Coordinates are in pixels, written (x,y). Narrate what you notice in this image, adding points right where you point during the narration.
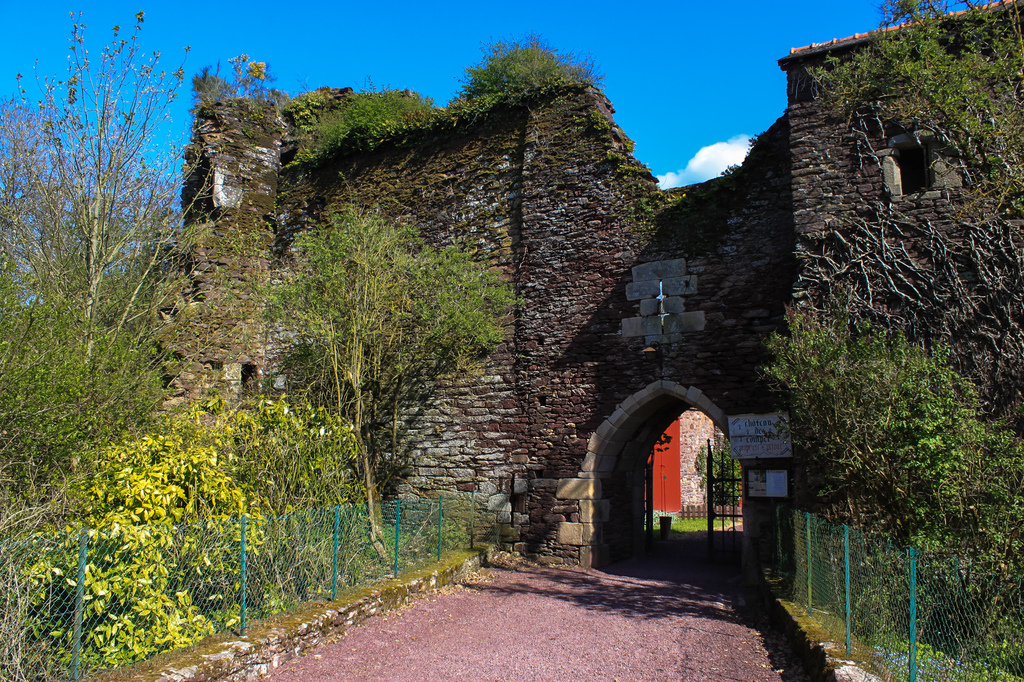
In this picture there is a building (653,389) and there are trees (58,458) and there is a fence (933,606). In the foreground (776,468) there is a gate (709,532) and there is a board (765,434) on the wall (530,150) and there is text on the board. At the top (488,35) there is sky (660,157) and there are clouds (689,170). At the bottom (570,642) there is a pavement (547,649).
